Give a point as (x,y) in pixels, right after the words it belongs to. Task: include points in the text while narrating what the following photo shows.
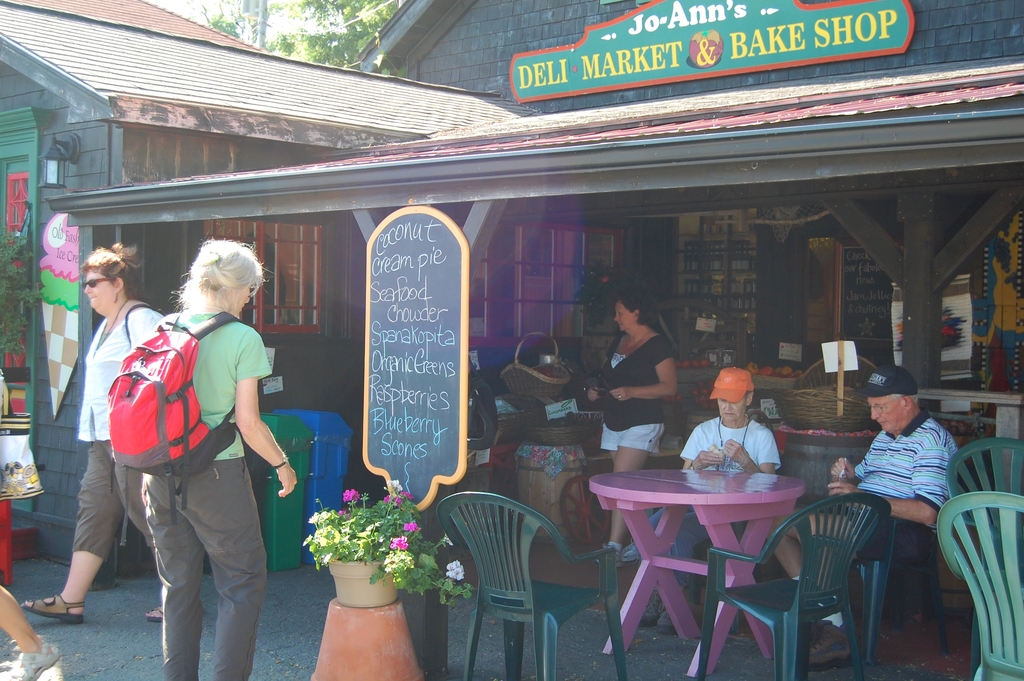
I can see in this image a group of people (222,405) among them, few are sitting on a chair (866,564) in front of a table (694,497) and few are walking on the ground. I can see there is a shop (521,135) and a black color board (418,368).
